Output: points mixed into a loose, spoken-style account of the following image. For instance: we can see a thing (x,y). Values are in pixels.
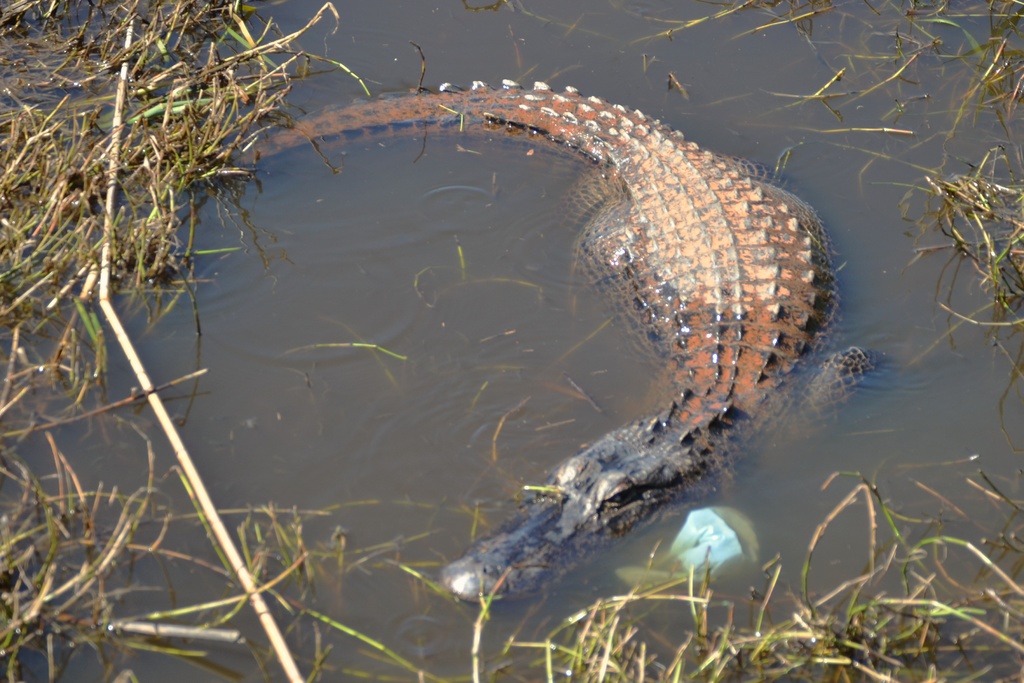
In this image, I can see a crocodile (775,270) and plants (171,149) in the water (397,637).
